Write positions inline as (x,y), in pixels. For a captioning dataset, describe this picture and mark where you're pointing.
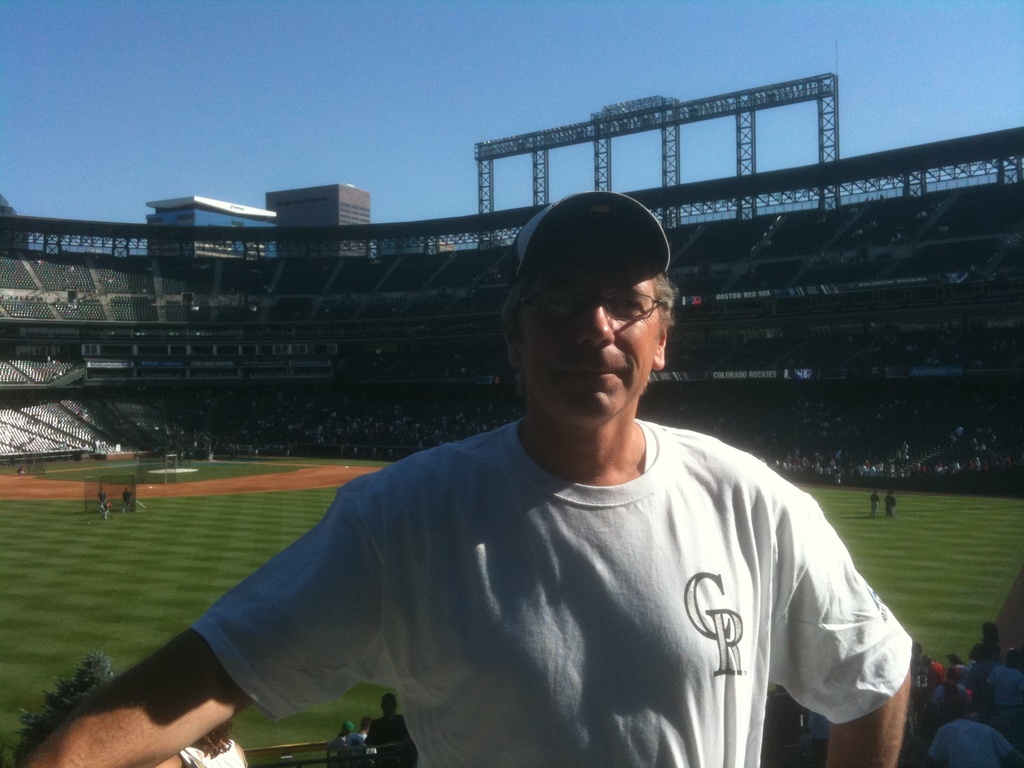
In the image we can see there is a man (655,355) standing and he is wearing cap (531,230). There are other people (925,683) sitting on the chairs (26,449) and there is a ground (121,527) covered with grass (117,510). There are people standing on the ground (158,465) and behind there are people (497,403) sitting in the pavilion (428,381). There is clear sky (261,82) on the top (66,139) and there are buildings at the back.
